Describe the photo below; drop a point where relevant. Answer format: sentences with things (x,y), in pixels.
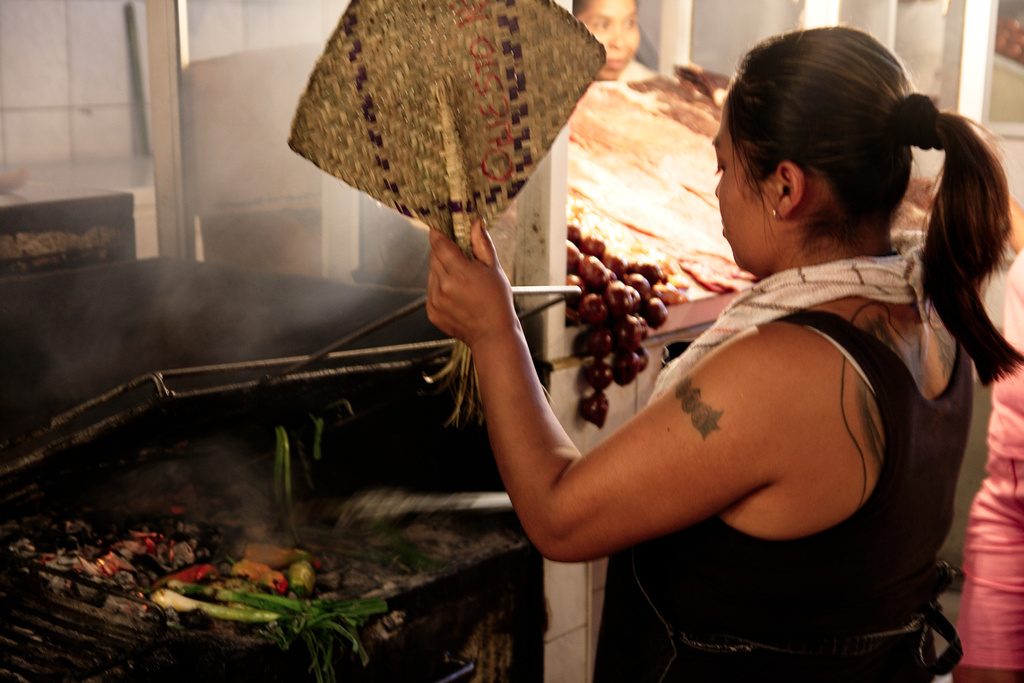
In the foreground of the picture (770,255) we can see a woman (507,346) holding an object (462,404). On the left (77,592) there is a grill (151,594), on the grill (446,629) we can see food items (284,461). In the middle of the picture (602,251) we can see food items (637,260) and wall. In the background (618,36) we can see a woman (606,30) and wall (723,47).
